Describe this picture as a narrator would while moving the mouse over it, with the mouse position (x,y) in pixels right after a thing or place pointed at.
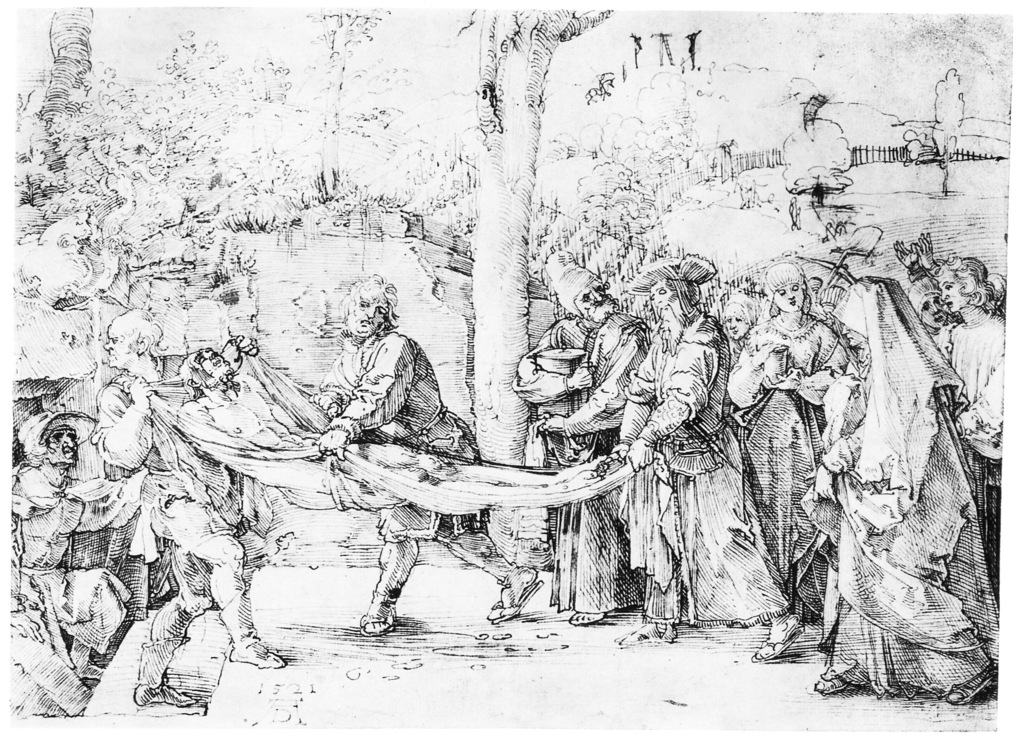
This picture shows art. we see trees (529,162) and people (747,376) standing and we see few of them holding a man (265,408) with the help of a cloth (496,501).
